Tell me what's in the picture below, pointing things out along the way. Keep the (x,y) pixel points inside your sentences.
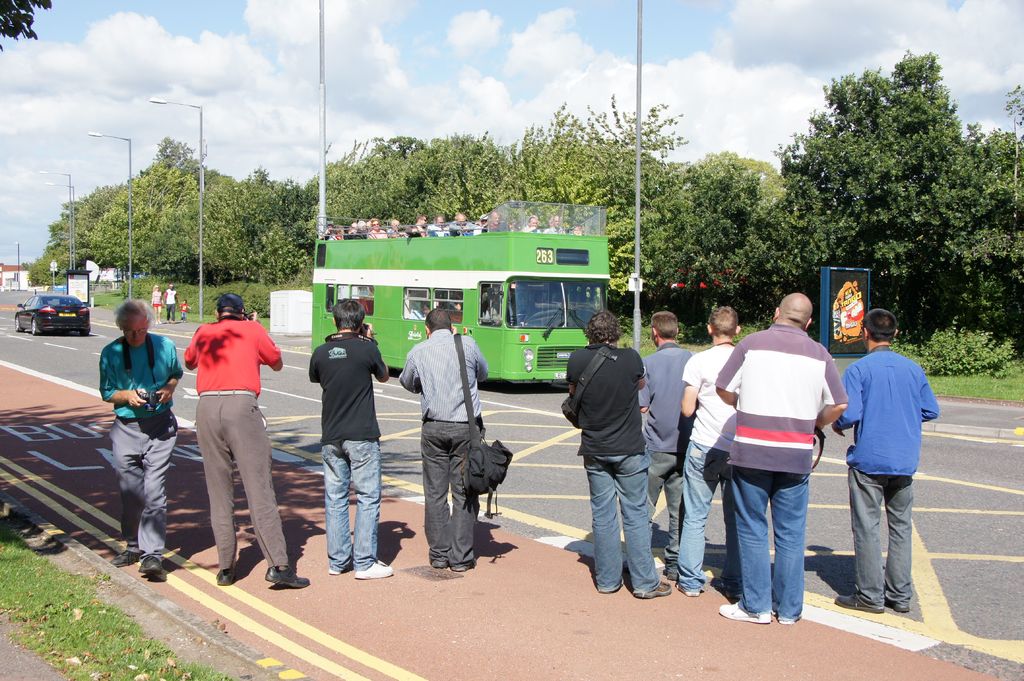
In this picture, we can see a few people (436,432) on the road (191,403) and a few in vehicles (338,256), and we can see the road (704,652), path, grass (60,641), trees (231,254), poles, lights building (8,288), and we can see the sky (353,65) with clouds (242,81), posters (843,277).
